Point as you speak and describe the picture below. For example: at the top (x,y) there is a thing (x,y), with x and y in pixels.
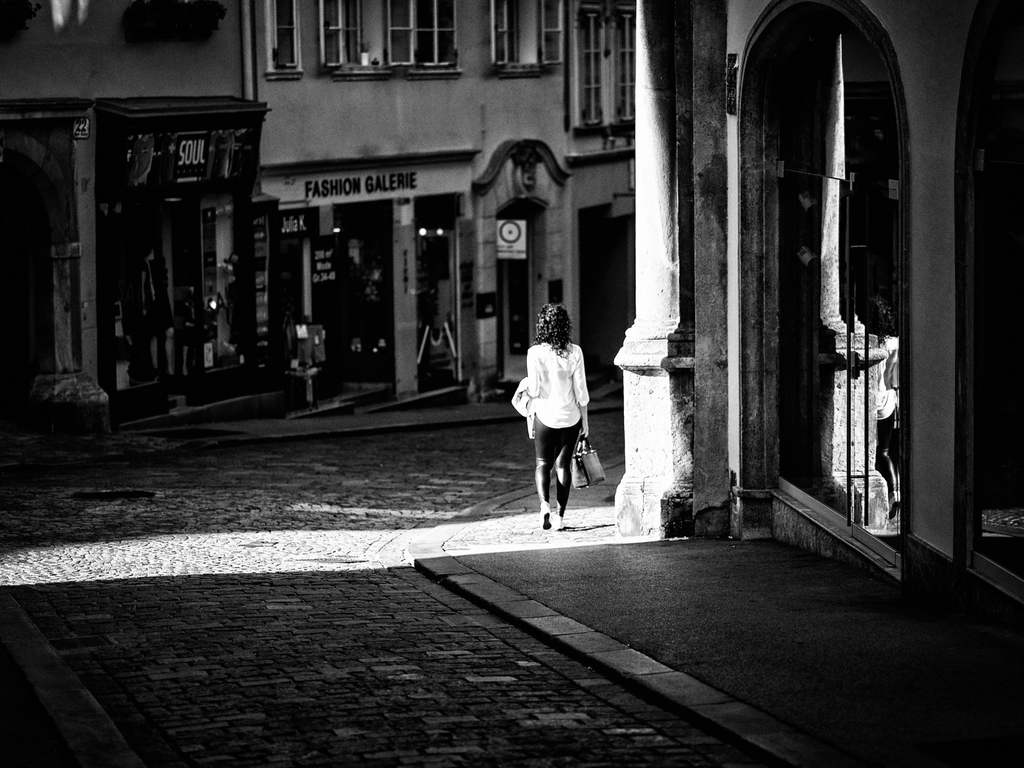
This picture is clicked outside. On the right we can see a person (563,407) holding a bag (595,480) and walking on the ground (537,586). In the foreground (274,597) we can see the pavement (367,586). In the right corner (780,152) we can see the building (739,318) and a pillar (652,318). In the background (629,114) we can see the text (376,184) on the wall (384,153) of the building (516,106) and we can see the lights (439,231), windows (618,26) and a person like thing (165,273) and some other objects (206,353).
